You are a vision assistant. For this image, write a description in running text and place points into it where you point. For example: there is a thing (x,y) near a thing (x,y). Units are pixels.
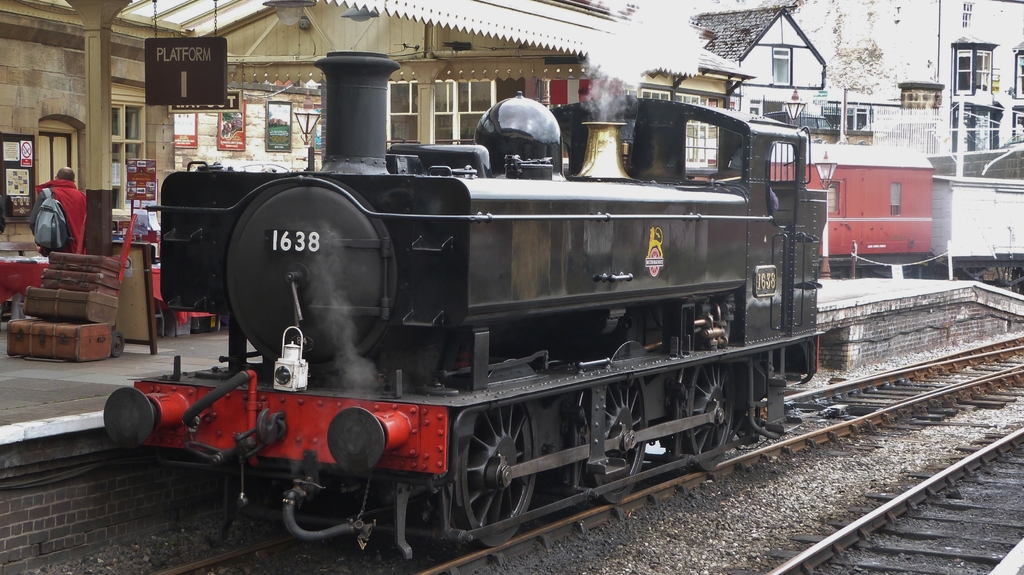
This looks like a steam engine (483,463), which is on the railway track (826,426). Here is a platform (80,385). These are the luggage bags (86,332), which are placed one on the other. I can see a person (70,205) standing. This looks like a board (194,99), which is hanging. I can see the houses (958,69) with the windows (991,75). These are the frames (234,140), which are attached to the wall (246,128). I think this is a door (70,142).
